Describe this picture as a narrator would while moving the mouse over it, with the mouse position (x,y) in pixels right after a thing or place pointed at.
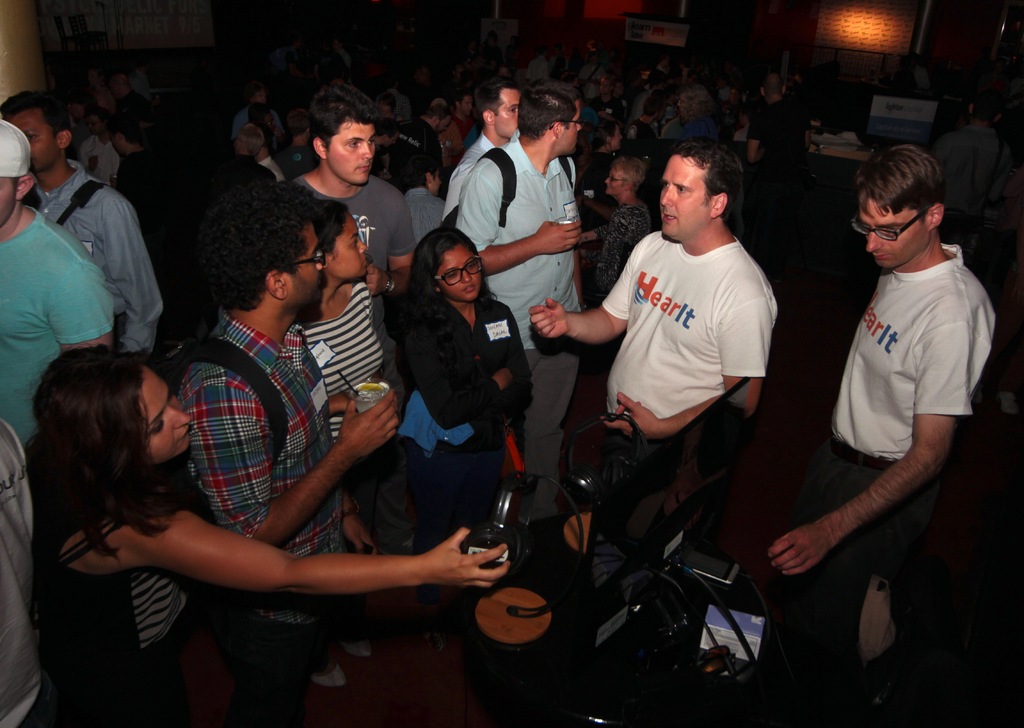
There are group of people (942,366) and we can see headsets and objects (625,620). In the background (341,61) it is dark and we can see boards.
